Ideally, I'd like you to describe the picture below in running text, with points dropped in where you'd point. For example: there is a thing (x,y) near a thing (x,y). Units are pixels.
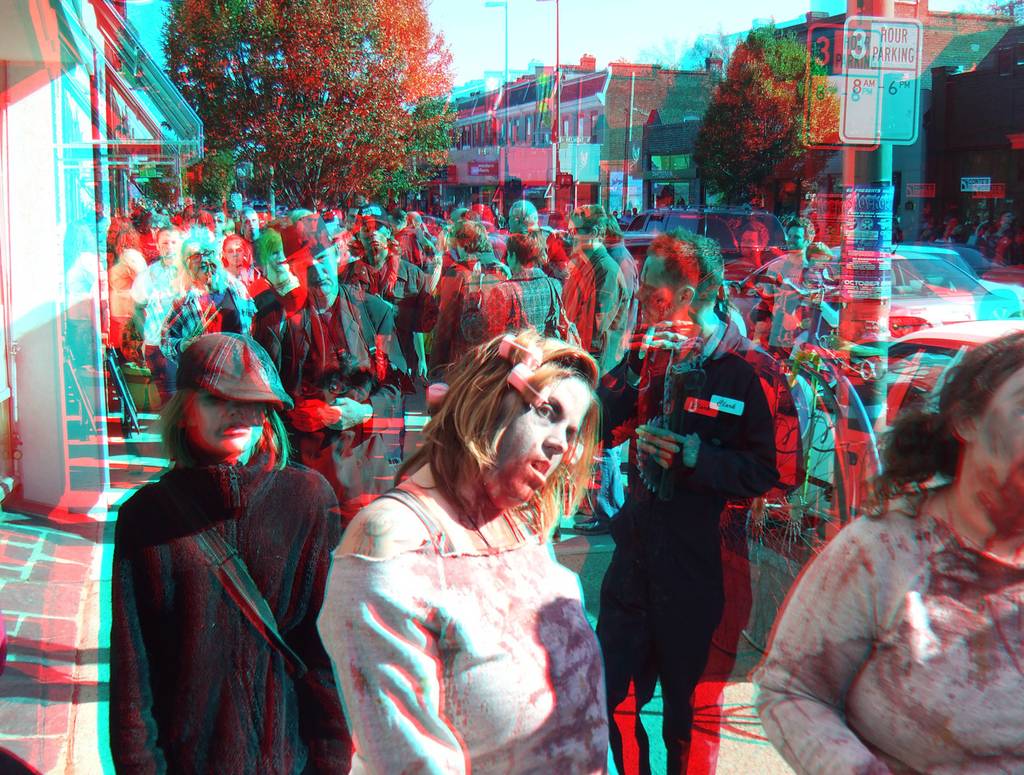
In this image we can see people (512,496) are standing. Here we can see poles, boards (850,103), trees (355,9), vehicles (1001,290), and buildings (979,165). In the background (511,39) there is sky (651,5).
